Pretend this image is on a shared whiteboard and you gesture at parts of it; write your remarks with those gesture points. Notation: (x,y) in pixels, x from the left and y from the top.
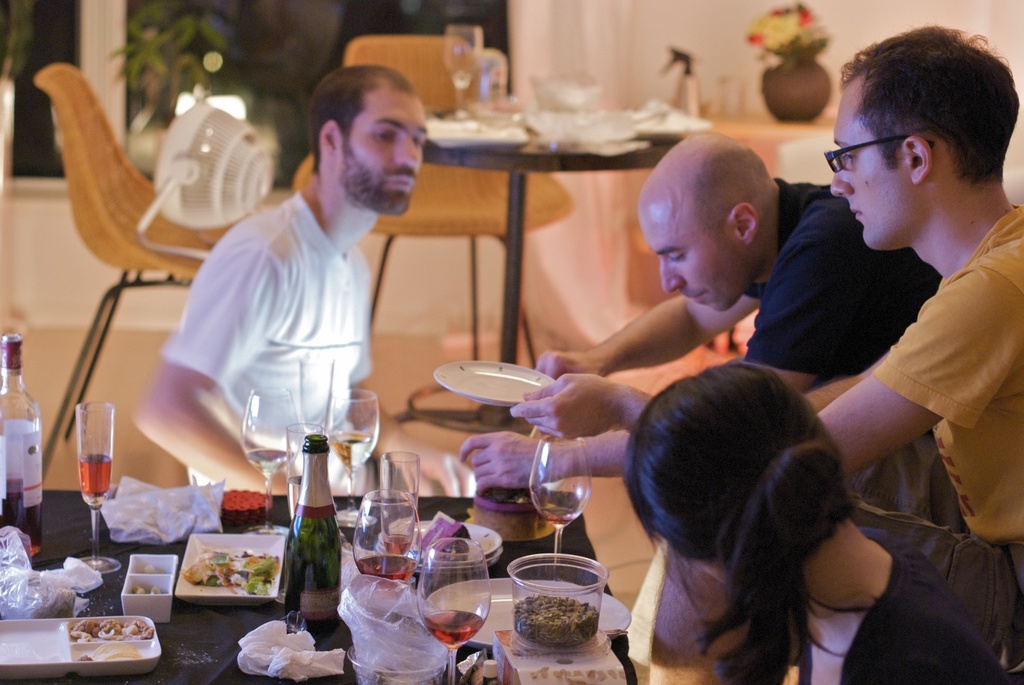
People (558,357) are serving themselves from a table (102,601) with some eatables (525,527) on it and a man (340,112) beside them is watching.
